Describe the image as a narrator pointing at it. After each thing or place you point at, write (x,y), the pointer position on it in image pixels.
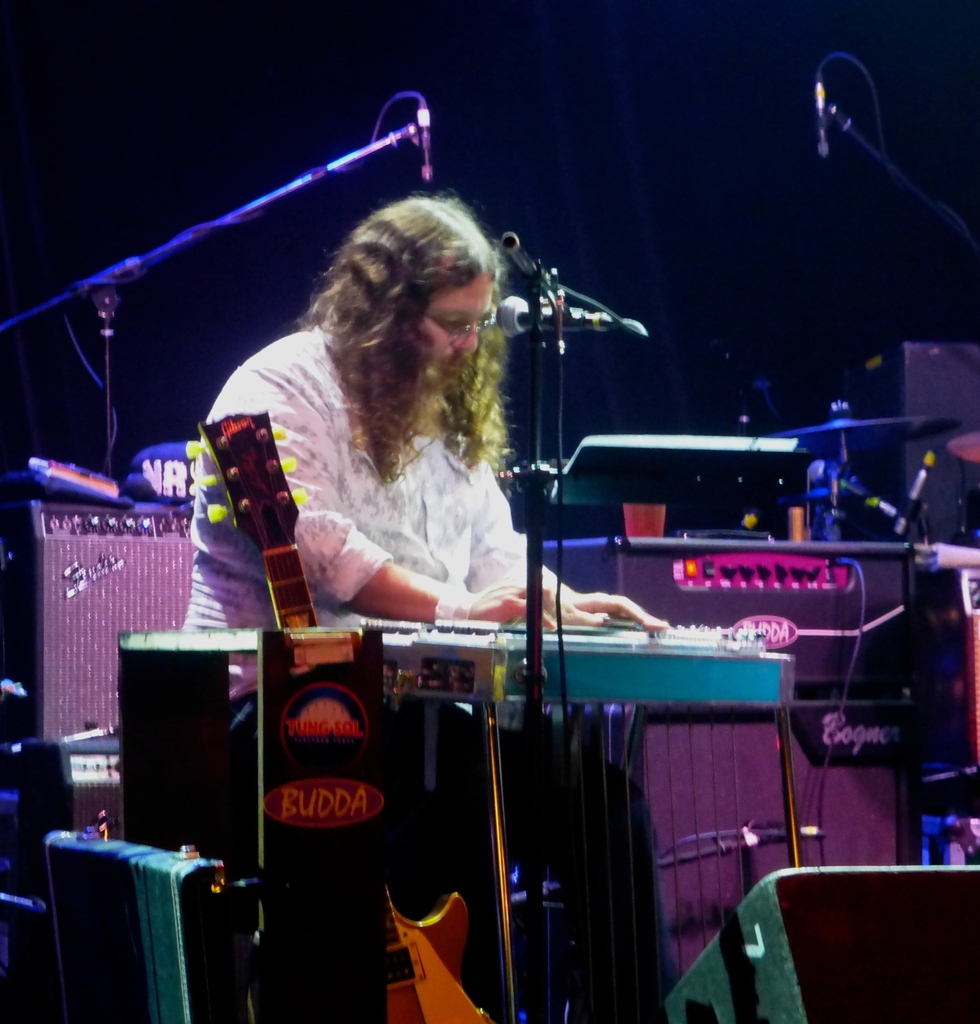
In the image we can see a person (369,525) wearing clothes (364,509) and spectacles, the person (406,455) is sitting, this is a microphone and these are the musical instruments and a cable wire (689,855).
